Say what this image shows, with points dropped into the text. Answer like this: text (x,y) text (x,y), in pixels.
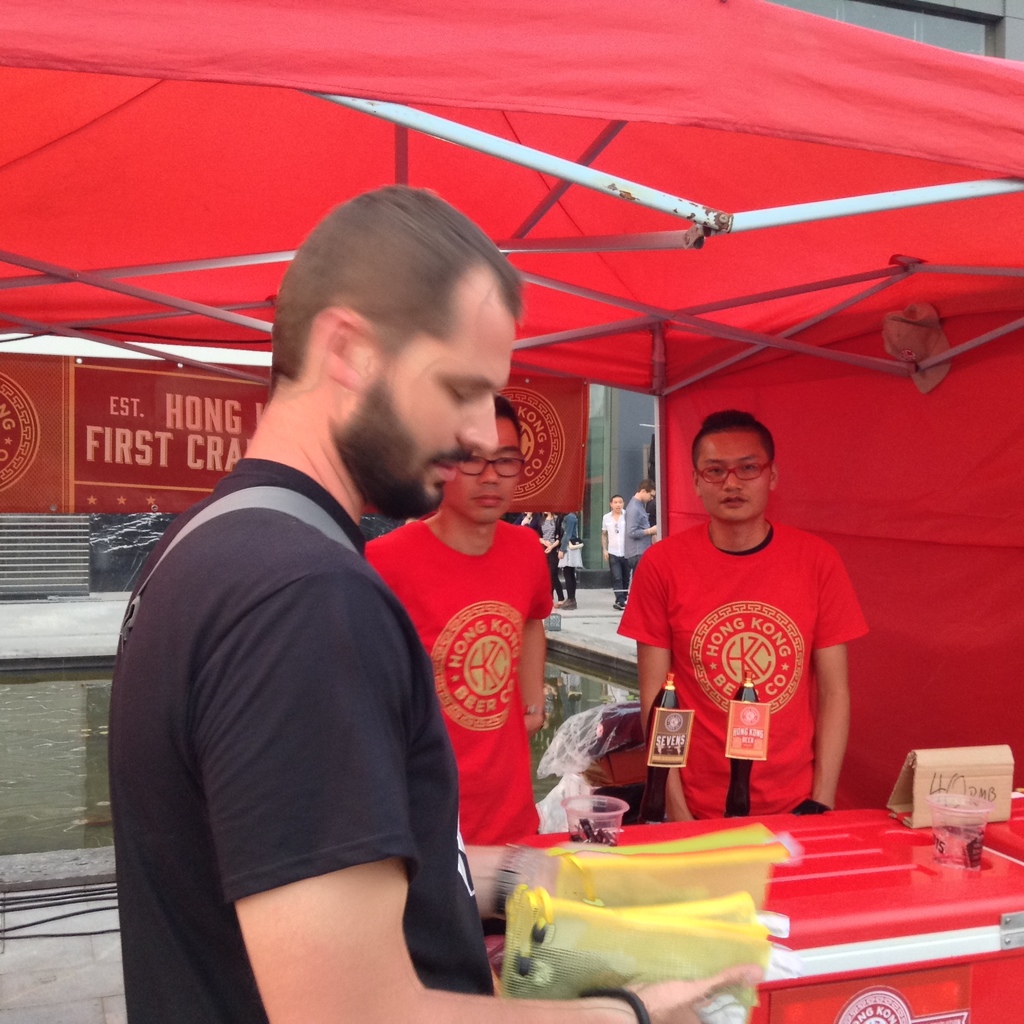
In the center of the image (415,362) we can see a man (405,385) standing and holding pouches (674,924). In the background (454,723) there are two people (832,726) wearing red shirts (726,597). At the bottom (867,969) there is a container (940,902). In the background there is a board (127,497) and we can see people (640,546). At the top (502,156) there is a tent (474,95).
